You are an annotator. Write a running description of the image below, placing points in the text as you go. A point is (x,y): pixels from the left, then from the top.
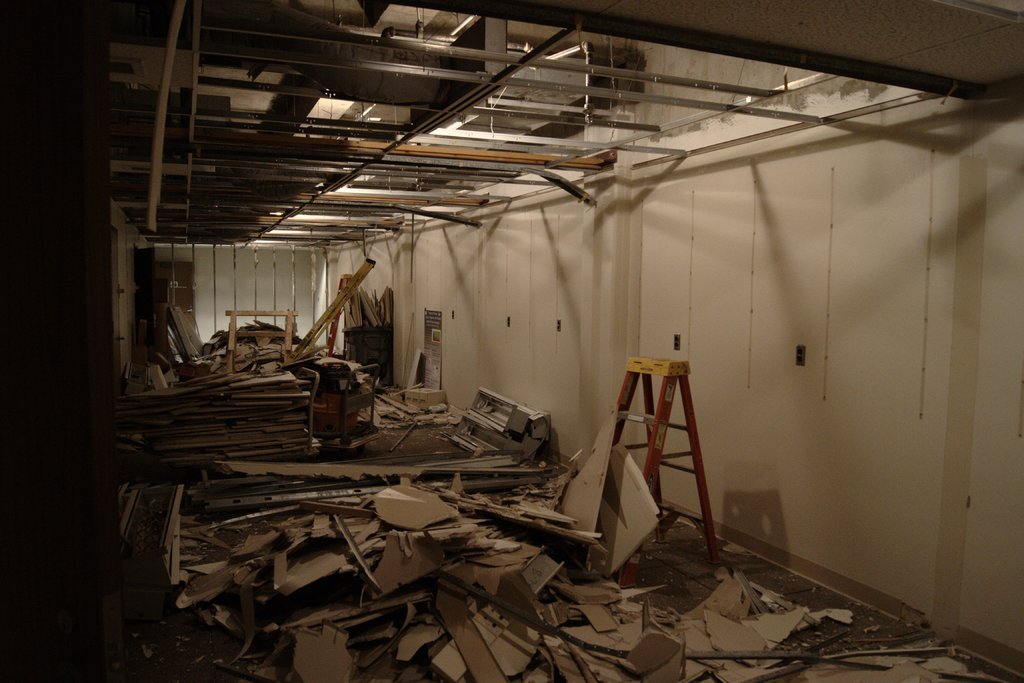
In this image we can see walls (619,350), ladder (631,572), poles (720,47), and objects (385,496).
